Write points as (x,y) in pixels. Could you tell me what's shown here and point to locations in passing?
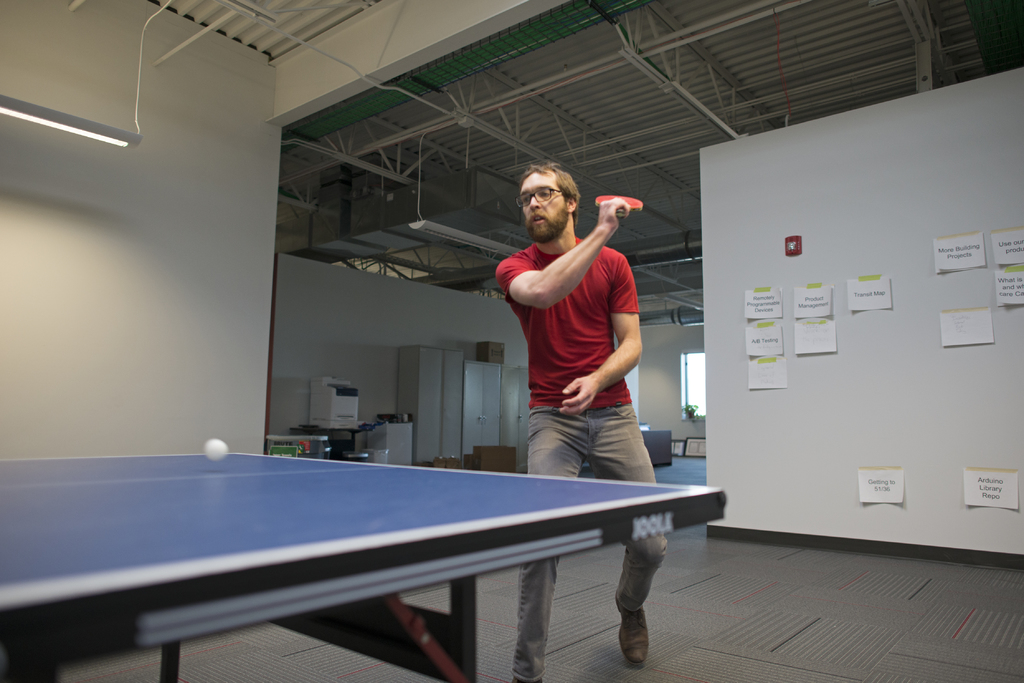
A man (612,285) is playing table tennis.
